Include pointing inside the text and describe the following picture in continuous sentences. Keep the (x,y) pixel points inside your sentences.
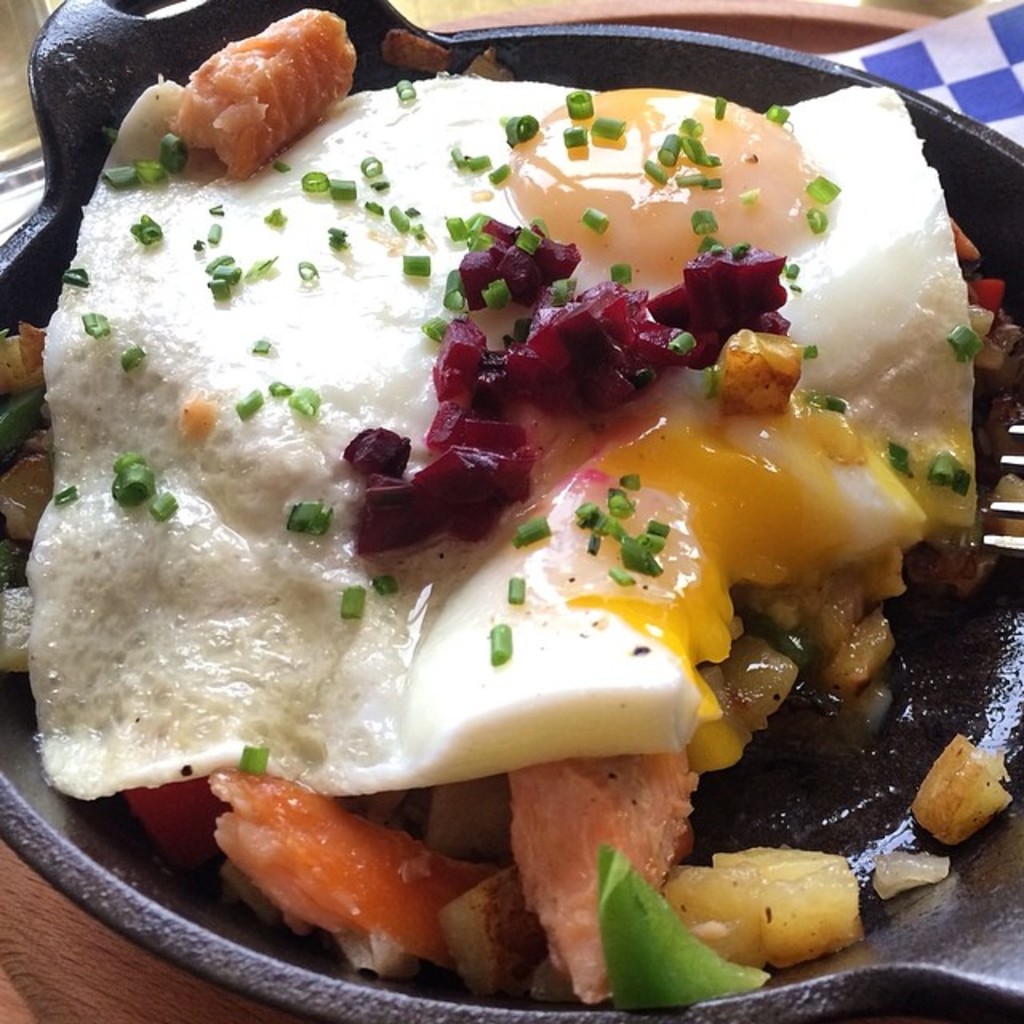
In the image we can see a container (75,7), in it there is a food item (690,670). This is a wooden surface (60,972).
